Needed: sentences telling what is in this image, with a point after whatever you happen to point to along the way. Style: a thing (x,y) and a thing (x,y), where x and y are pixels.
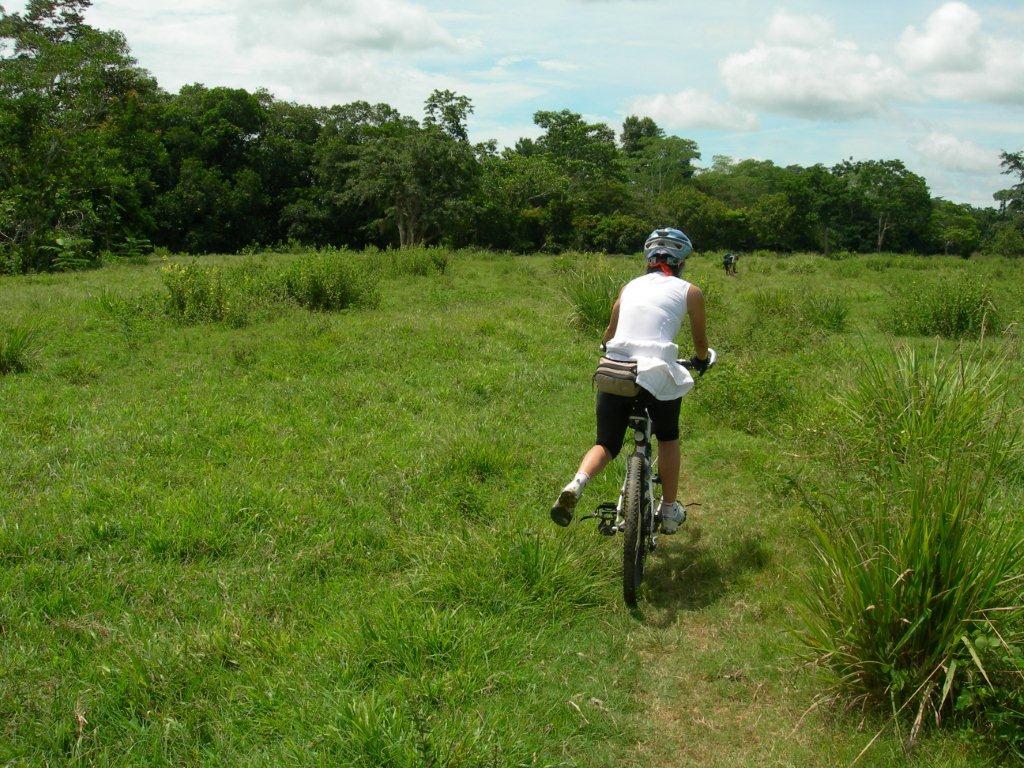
In the foreground of this image (638,292), there is a person (654,346) cycling on the grass (573,651). In the background (717,275), it seems like a person (723,259), grass (311,402), trees (501,188) and the sky (553,49).
